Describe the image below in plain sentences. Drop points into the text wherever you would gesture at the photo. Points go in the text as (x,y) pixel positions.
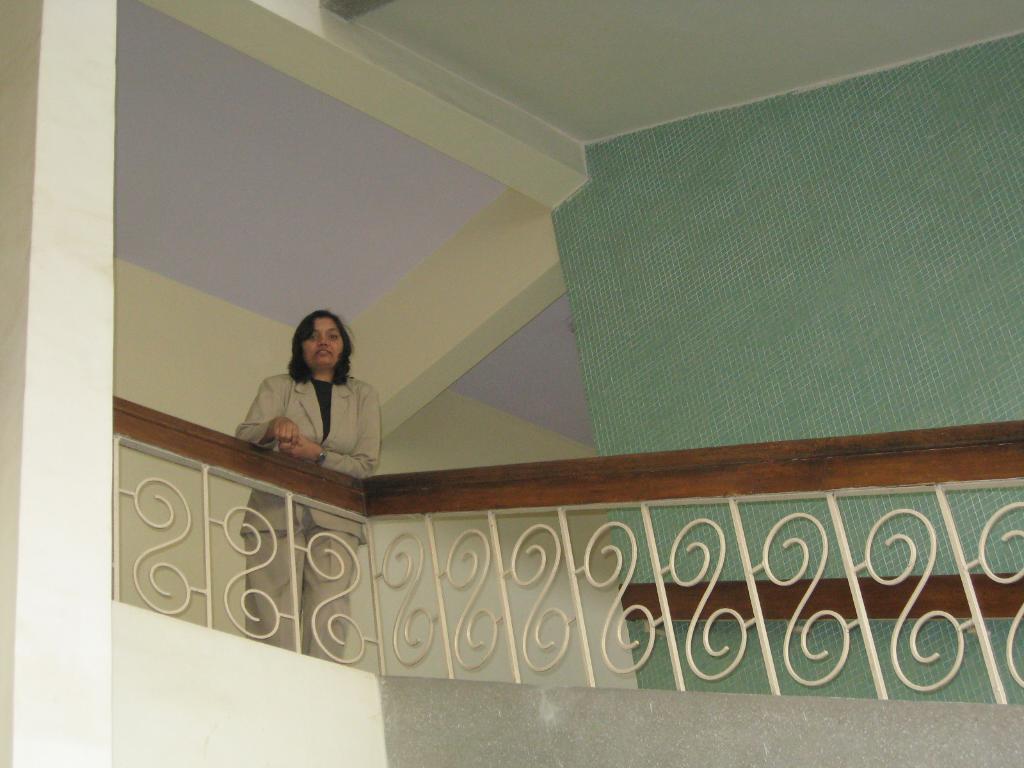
In this picture I can see a woman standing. There are staircase holders (458,502), and in the background (194,497) there are walls (932,92).
